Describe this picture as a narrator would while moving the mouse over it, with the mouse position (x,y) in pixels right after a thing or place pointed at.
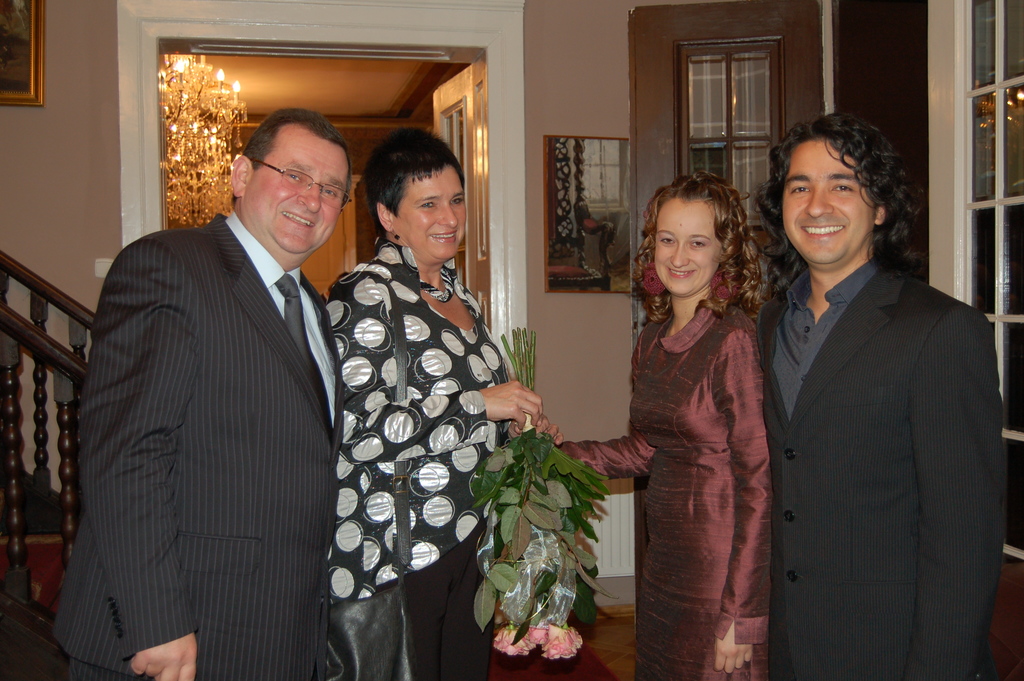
In this image we can see four persons (348,295), one of them is holding a flower bouquet (517,556), she is wearing a bag (400,482), there is a staircase (84,374), there are photo frames (583,264) on the walls (64,272), there is a chandelier (172,164), also we can see the windows (985,320).
